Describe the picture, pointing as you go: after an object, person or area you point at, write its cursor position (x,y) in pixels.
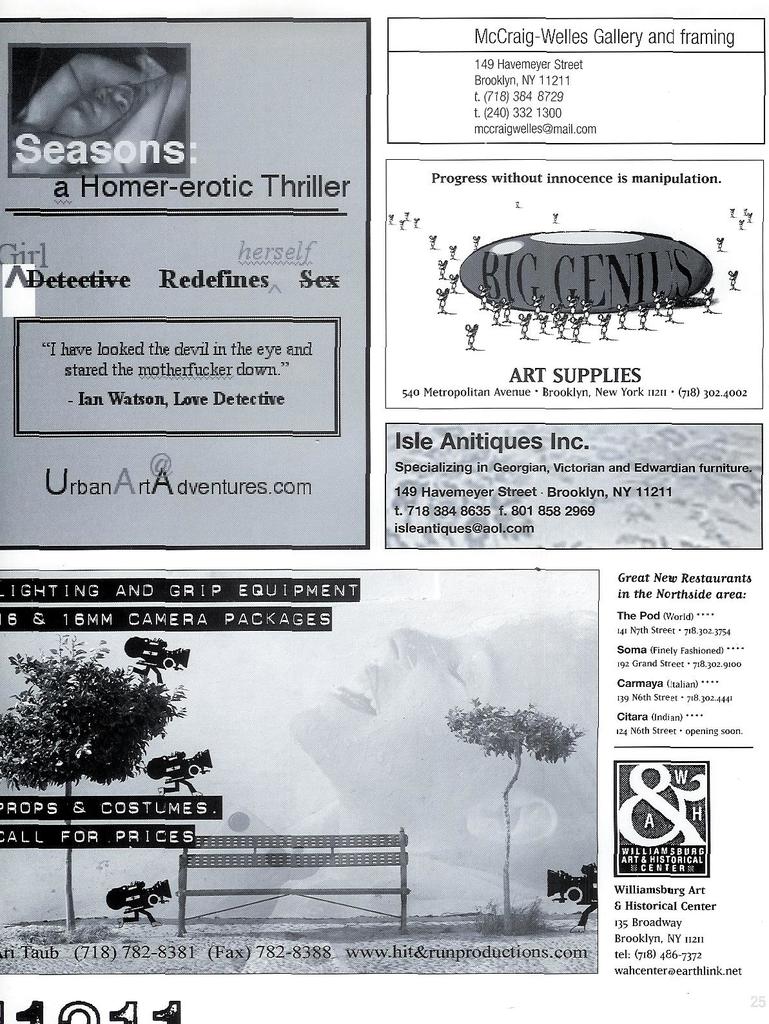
In this image we can see a collage (507,345). In the collage (528,281) there are the pictures (525,196) of advertisements (508,253) with some text (554,107).
